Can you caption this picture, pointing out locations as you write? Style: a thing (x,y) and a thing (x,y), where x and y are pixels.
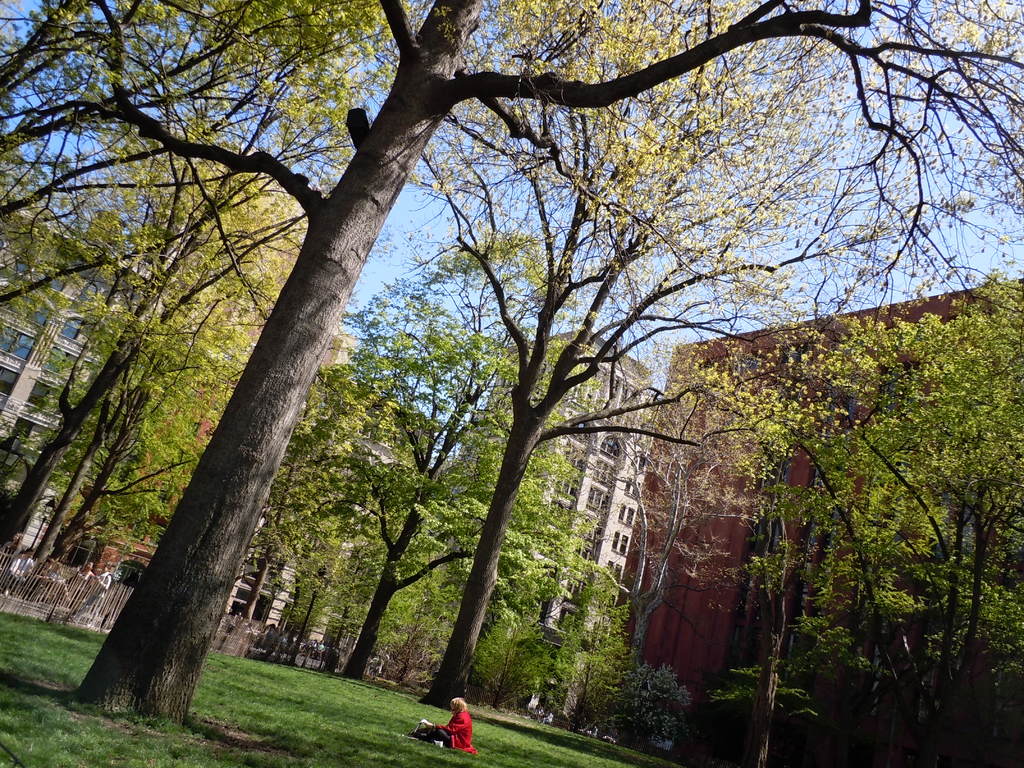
In this image we can see one person (462,714) sitting. And we can see the grass (397,724), plants (463,144) and tree trunks (492,521). And we can see the buildings (49,329), metal fence (65,587). And we can see a few people (104,576) in front of the building (136,542). And we can see the sky (709,236).
